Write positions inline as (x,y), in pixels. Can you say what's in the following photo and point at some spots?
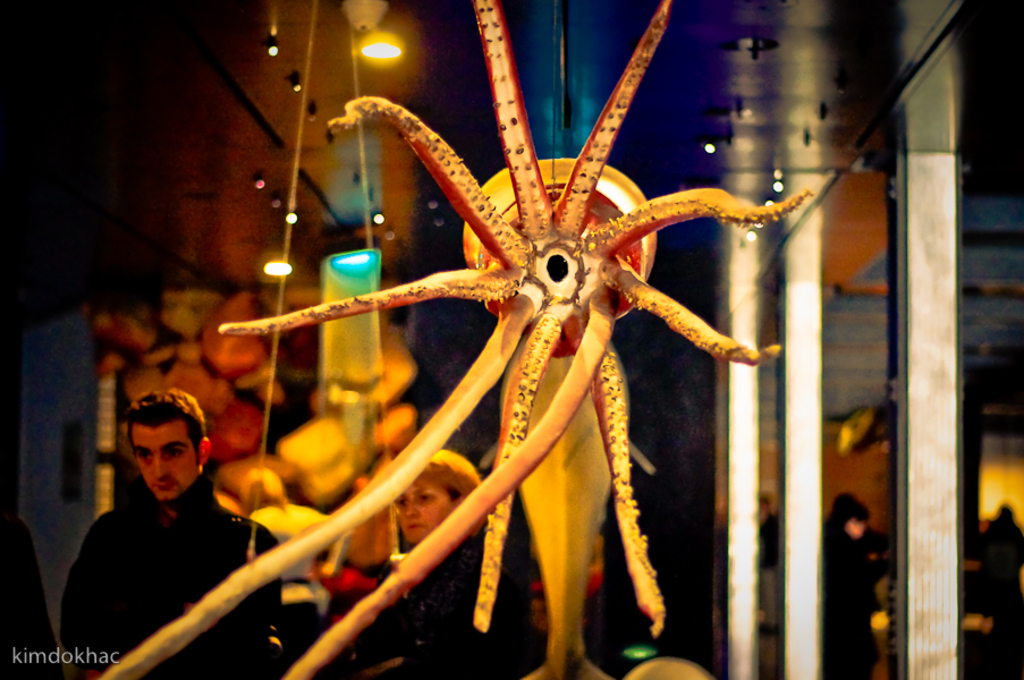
This picture shows the inner view of a building (301,234). Some people (8,652) are standing, so many lights (272,264) attached to the ceiling (324,223), the wall (86,408) is decorated with some decorative items (310,506), some threads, one big object (129,667) hanged and some text (36,652) on this picture.
